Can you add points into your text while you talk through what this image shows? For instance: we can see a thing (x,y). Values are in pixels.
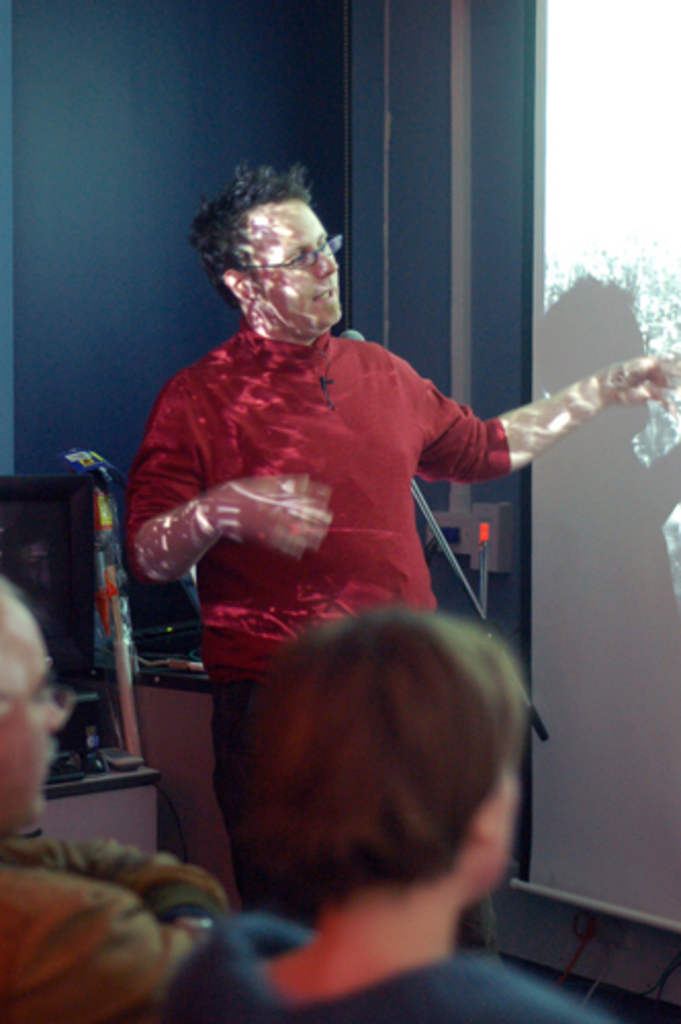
In the picture we can see a man (177,451) standing and explaining something he is near the screen (623,702) and projector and in front of him we can see two people (568,1006) are sitting and behind him we can see a wall (158,145) which is blue in color.
